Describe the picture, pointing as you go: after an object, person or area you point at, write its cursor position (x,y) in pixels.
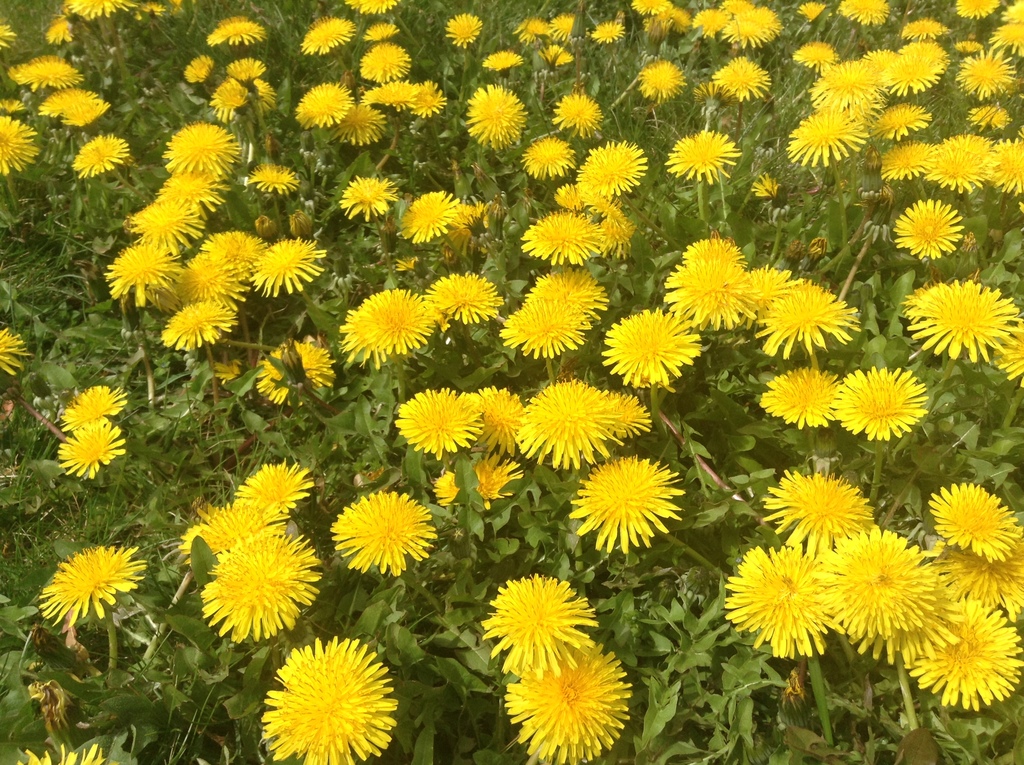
This picture contains plants (294,447). These plants (523,526) have flowers (752,603) and these flowers (725,304) are in yellow color.
